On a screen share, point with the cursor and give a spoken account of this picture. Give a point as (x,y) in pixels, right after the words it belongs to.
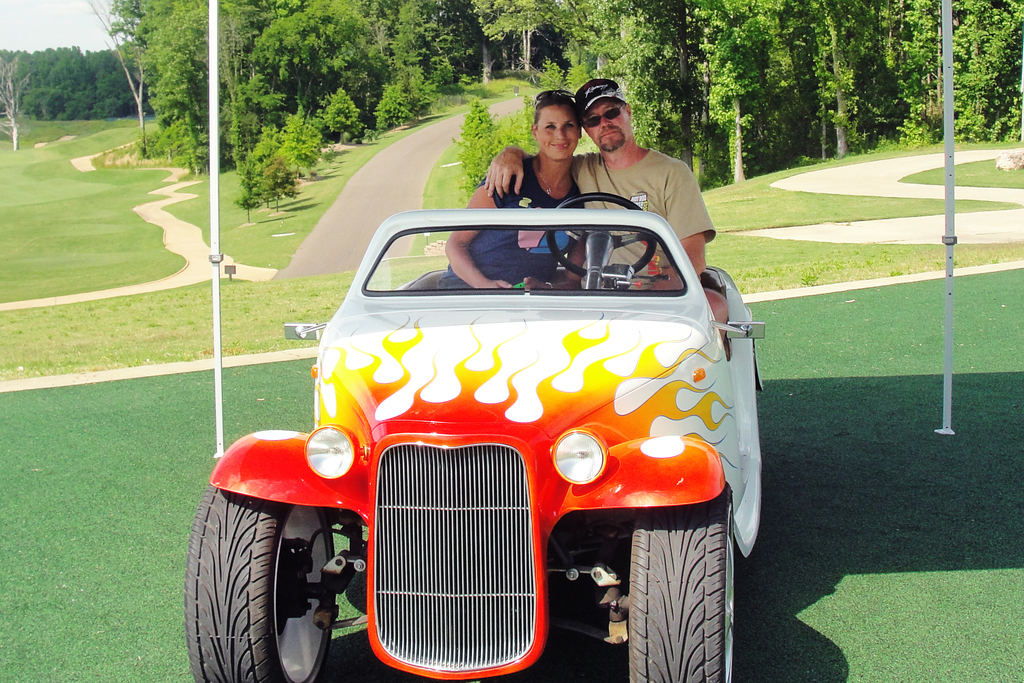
In this picture we can see a vehicle (575,389) and two persons (593,172) are seated in it in the background (656,55) we can see metal rods (214,157) and couple of trees (439,72).
